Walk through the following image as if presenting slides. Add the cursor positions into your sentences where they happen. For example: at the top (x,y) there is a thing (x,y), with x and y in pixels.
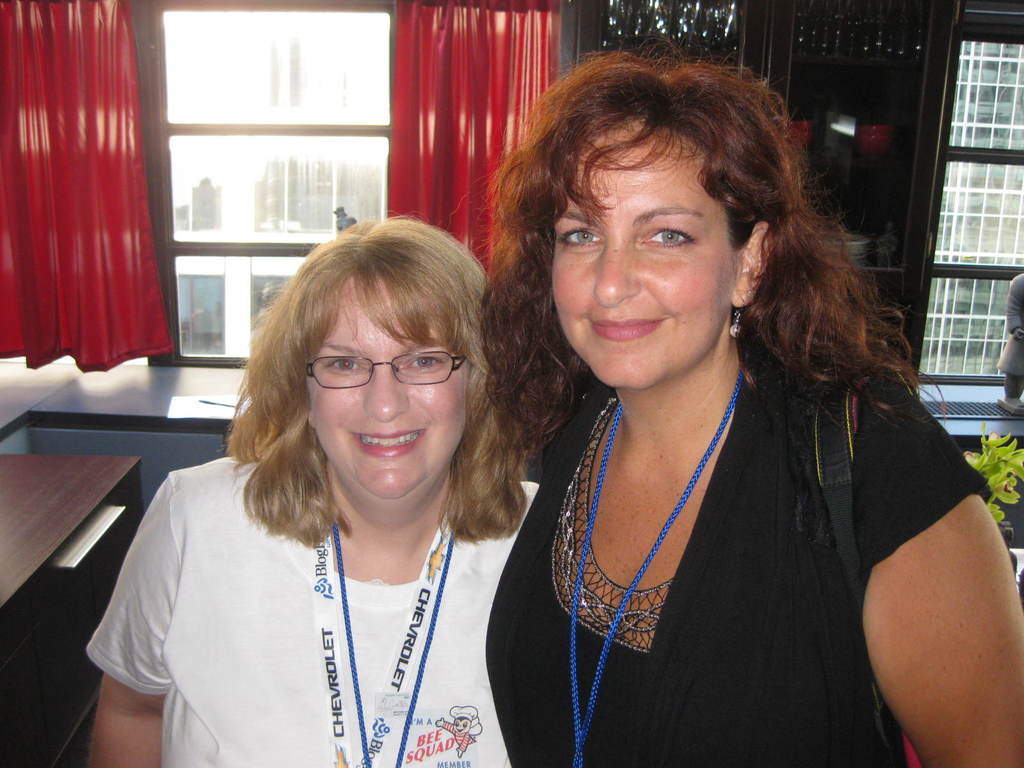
In this image there are two persons (635,356) standing and smiling, there is a plant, objects (708,28) in the cupboard (938,30), windows (156,87), curtains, building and some other items (22,505).
